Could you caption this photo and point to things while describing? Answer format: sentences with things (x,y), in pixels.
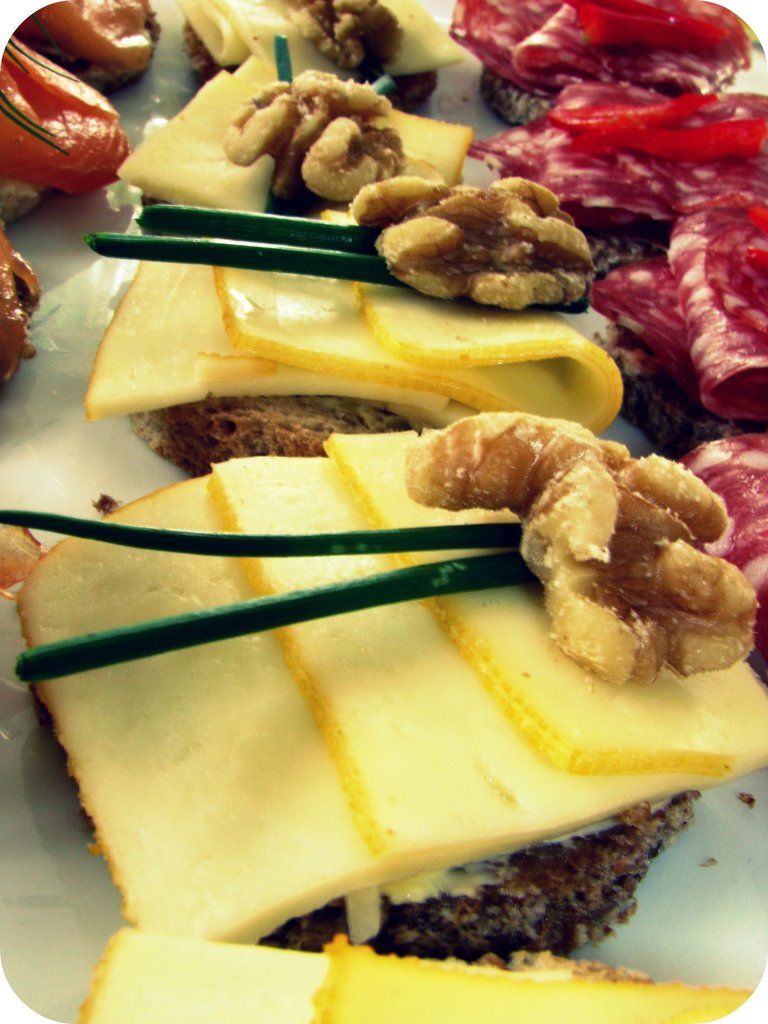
In this image we can see food (422,242) placed on the table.
